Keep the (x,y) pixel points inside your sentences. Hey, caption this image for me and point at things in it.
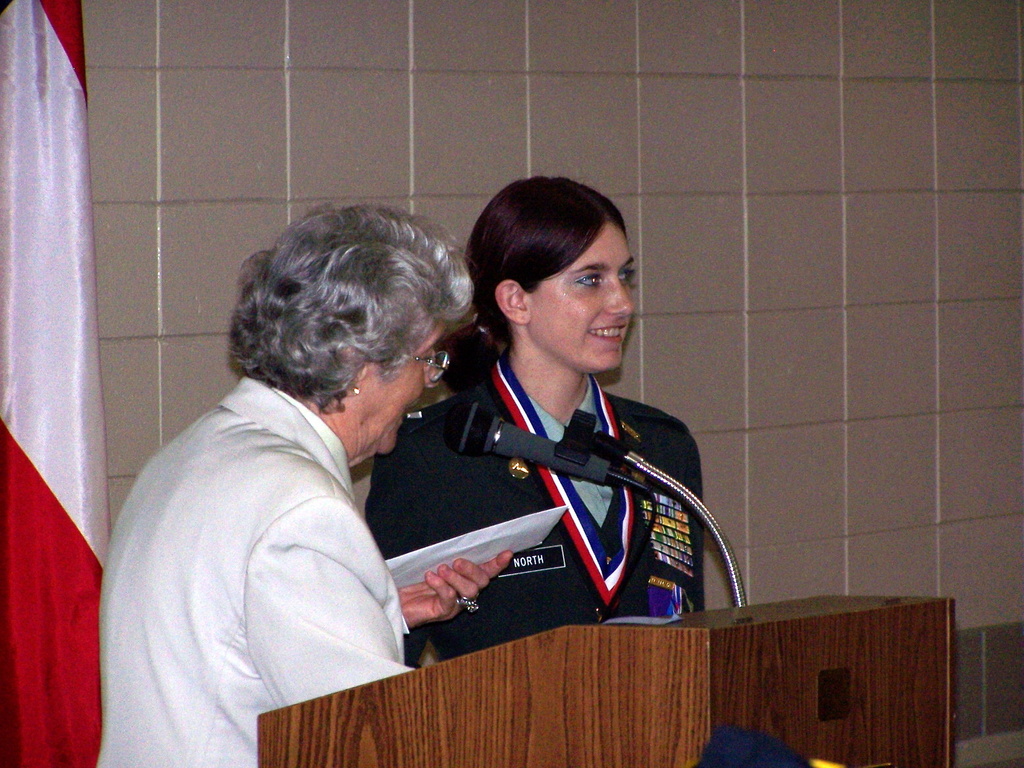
In this image I can see two women (353,517) and I can see one of them is wearing uniform (552,506). In the front of them I can see a podium (259,716) and on it I can see a mic (461,446). On the left side of this image (56,753) I can see a flag (65,8) and I can see one person (310,349) is holding a white colour paper (536,518).
